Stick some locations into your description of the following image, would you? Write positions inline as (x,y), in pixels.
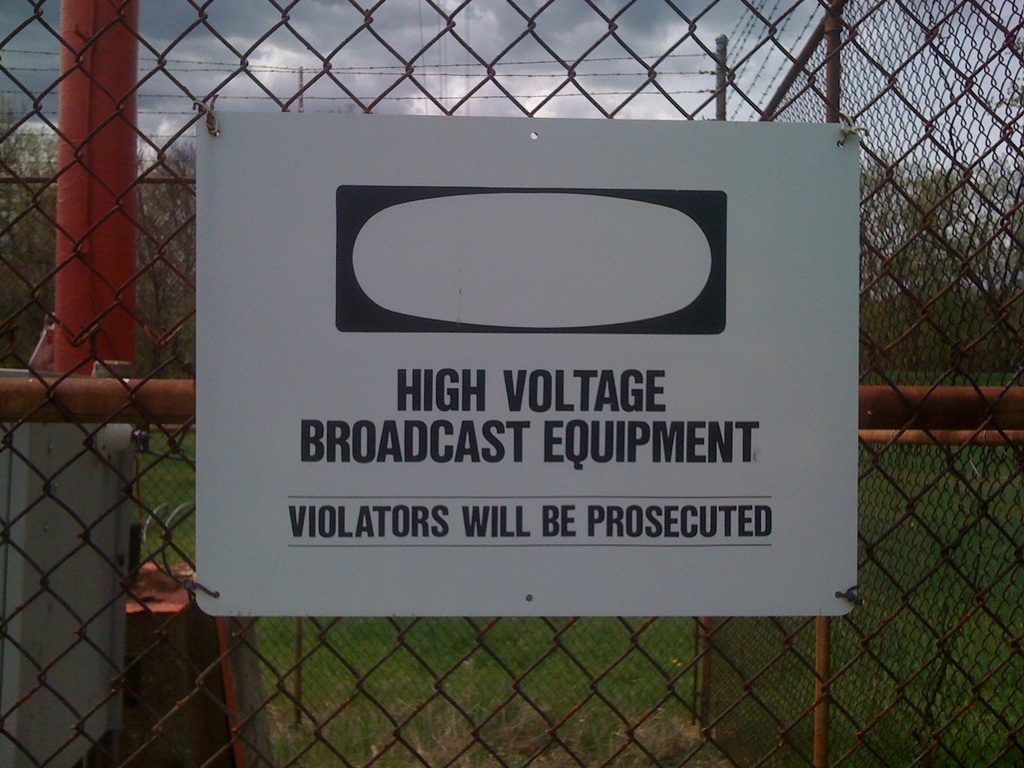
In this image we can see a board (384,350) is attached to the mesh (161,56). There are trees (950,313) in the background (937,287). The sky (359,76) is covered with clouds (251,17).
